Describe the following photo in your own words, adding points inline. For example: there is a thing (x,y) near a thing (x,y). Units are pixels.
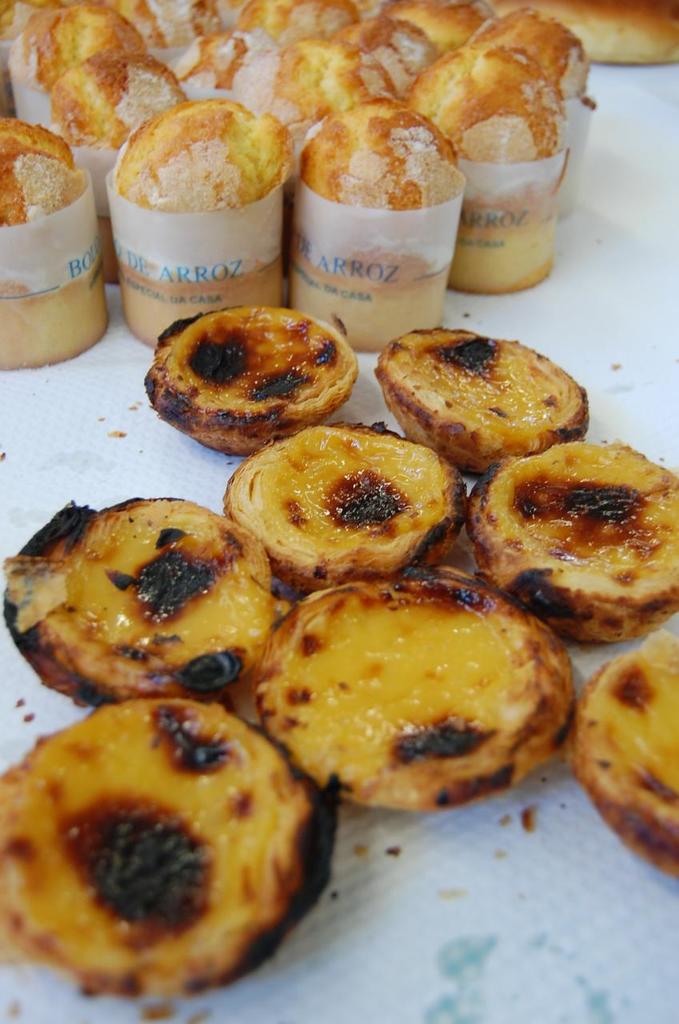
In this image I can see the white colored surface (633,277) on which I can see few food items (331,164) which are brown and white in color and few other food items (448,670) which are cream, brown and black in color.
